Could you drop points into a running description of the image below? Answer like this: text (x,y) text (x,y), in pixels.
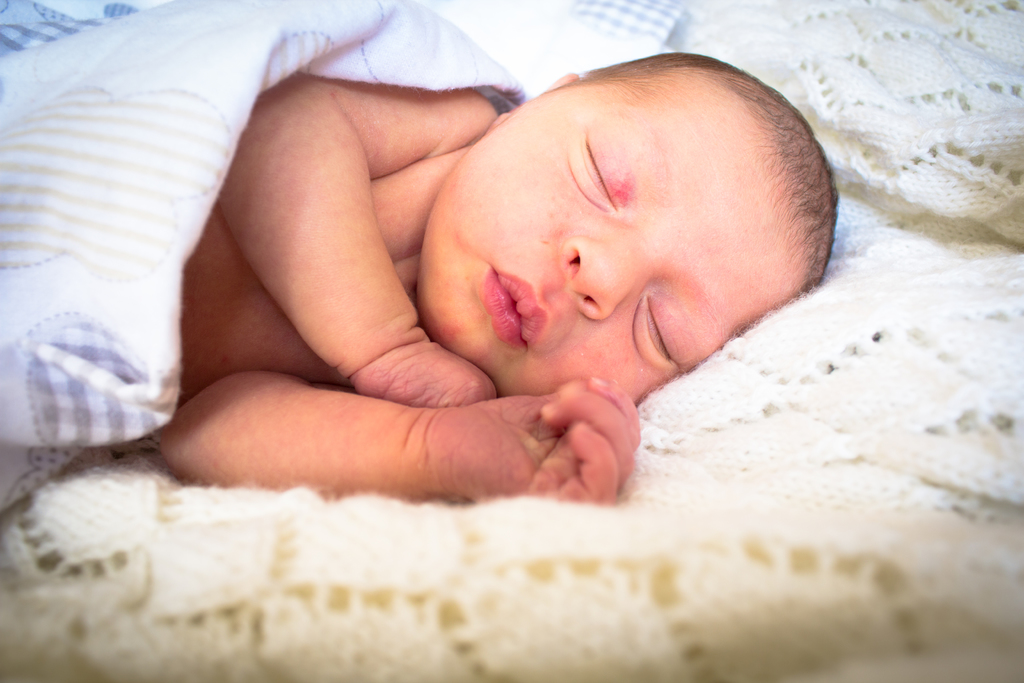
In this picture there is a baby (629,268) sleeping and the baby (732,235) is covered with the white color blanket (134,121). At the bottom (97,462) there is a cream color cloth (497,572).
